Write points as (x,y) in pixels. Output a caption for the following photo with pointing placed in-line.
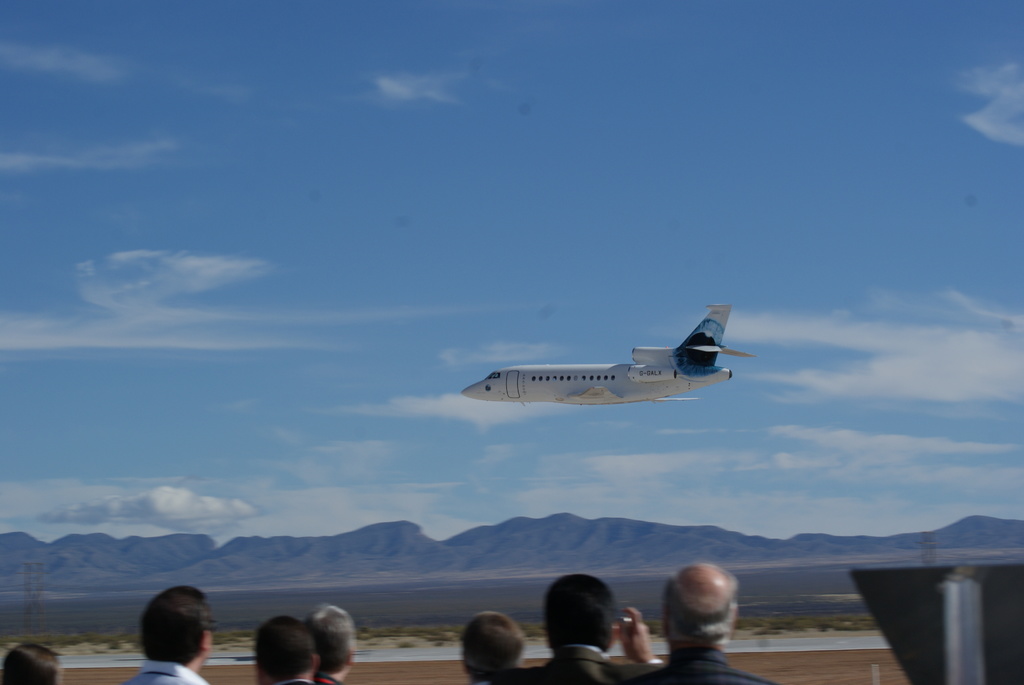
In this picture we can see an airplane (605,394) is flying in the sky (606,408) and behind the airplane (571,392) there are hills (627,538) and in front of the airplane (616,366) there are a group of people (606,618).
